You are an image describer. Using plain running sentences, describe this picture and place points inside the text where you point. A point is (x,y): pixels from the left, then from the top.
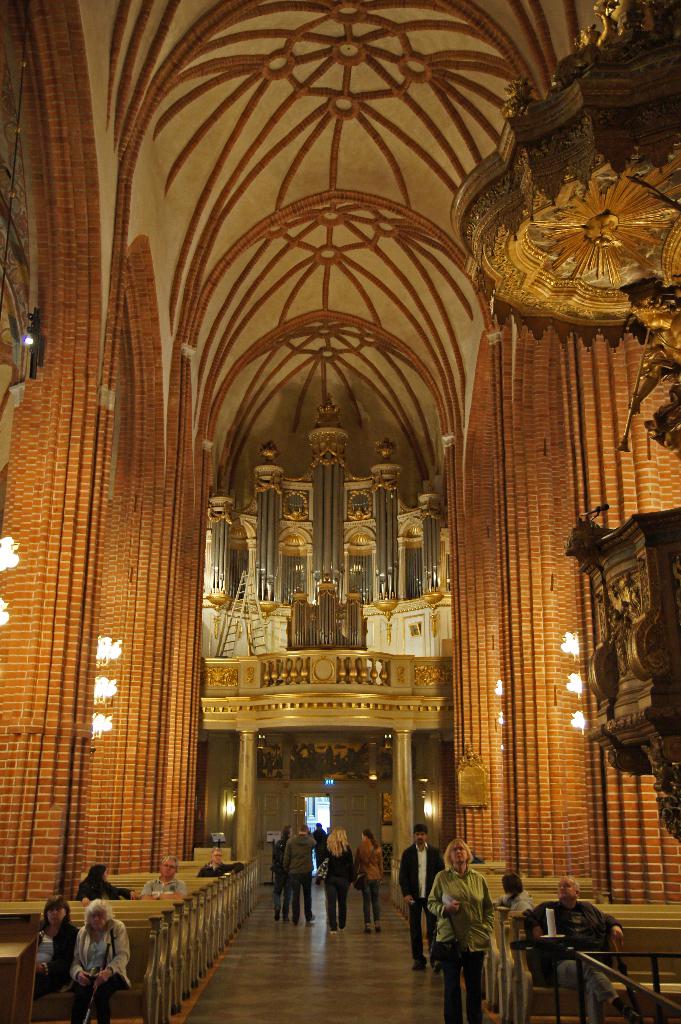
In this image there are a few people (229,871) sitting in chairs (241,906) and there are a few people (308,890) walking in a big hall (228,859), around the hall (84,767) there are lamps (581,720) on the pillars (35,682), in the background of the image (360,829) there is an entrance door (295,826), on top of it there is some architectural designs (332,523) on the walls (364,439).
